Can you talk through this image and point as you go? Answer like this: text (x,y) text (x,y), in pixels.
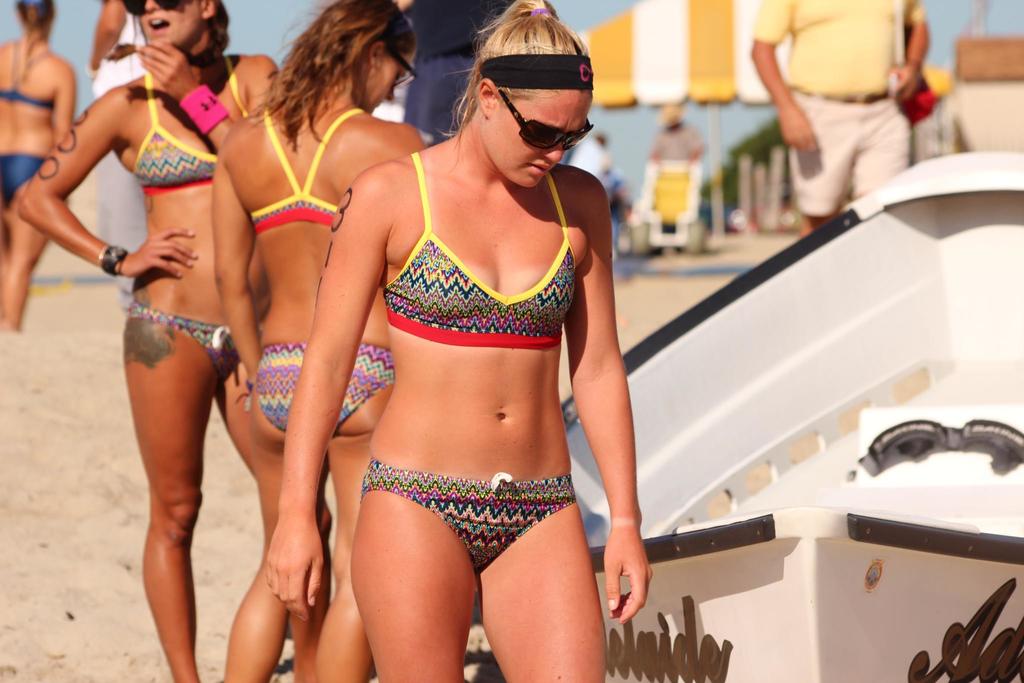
In this picture I can see few people (416,169) standing, few are wearing sunglasses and looks like a tent (754,81) in the background (622,66). I can see a human (889,89) wearing a bag (898,100) and a boat (834,398) on the ground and I can see a blue sky (609,113).
